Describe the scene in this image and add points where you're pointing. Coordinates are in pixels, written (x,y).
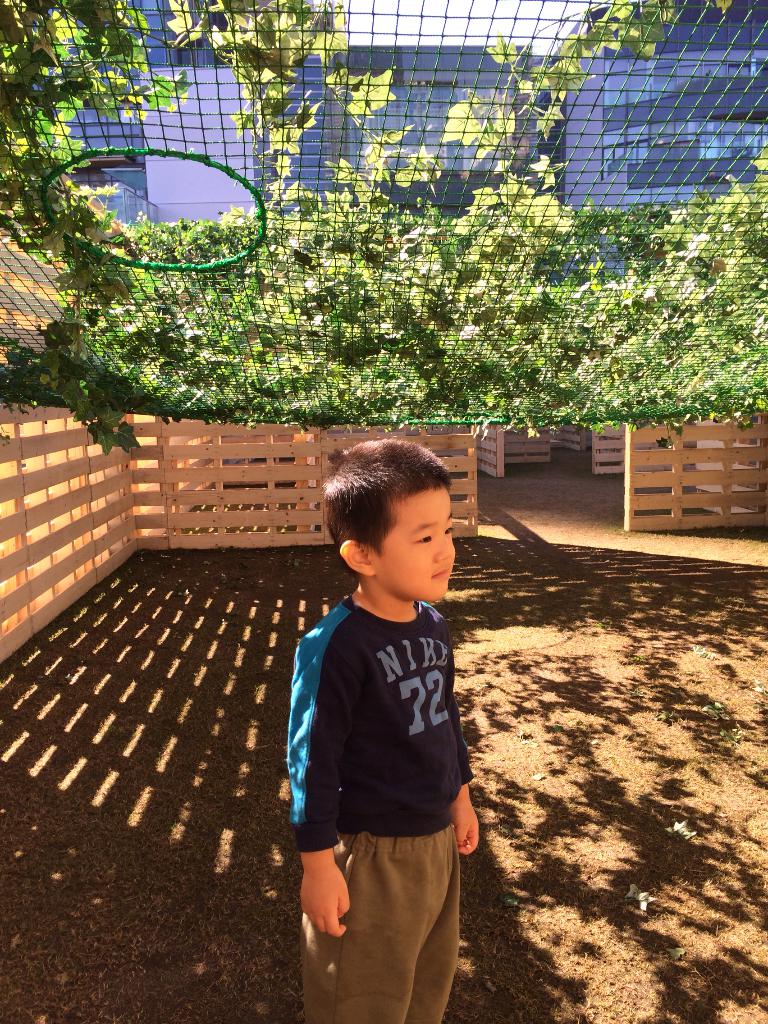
In this image we can see a kid (428,777) standing on the ground (483,860), wooden fence (466,428), mesh (488,285), creepers (423,285), buildings (188,104) and sky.
